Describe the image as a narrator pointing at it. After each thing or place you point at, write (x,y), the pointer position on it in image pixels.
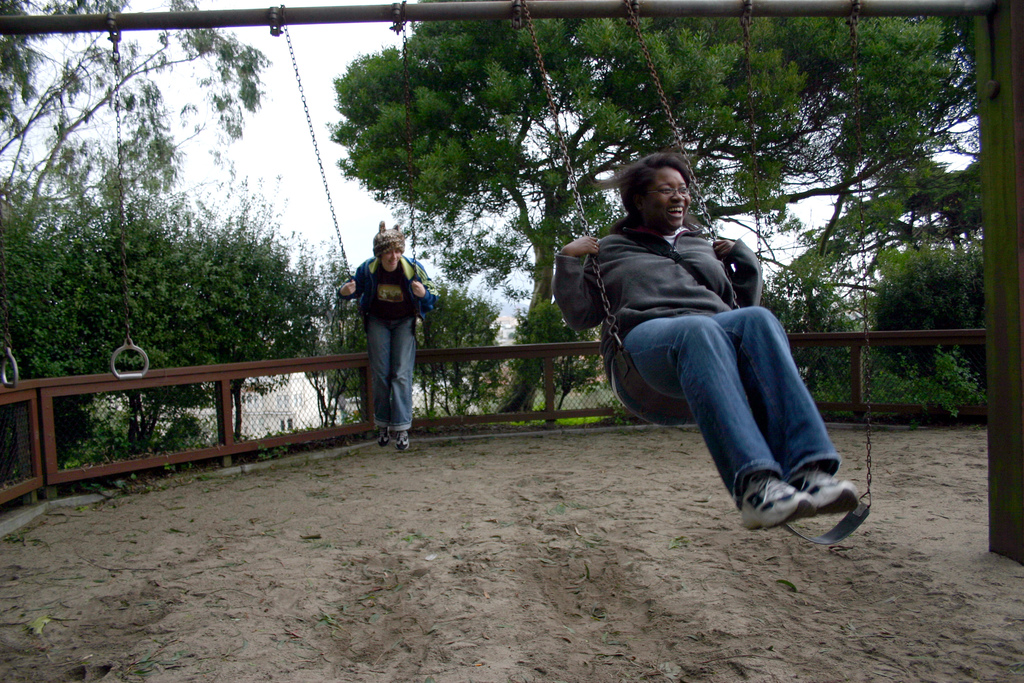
In this picture we can see two persons (667,329) are swinging, at the bottom (626,605) there is sand (590,620), in the background (774,196) we can see some trees (426,197), there is the sky (283,99) at the top of the picture (287,86), we can also see a building (302,397) in the background (300,376).
